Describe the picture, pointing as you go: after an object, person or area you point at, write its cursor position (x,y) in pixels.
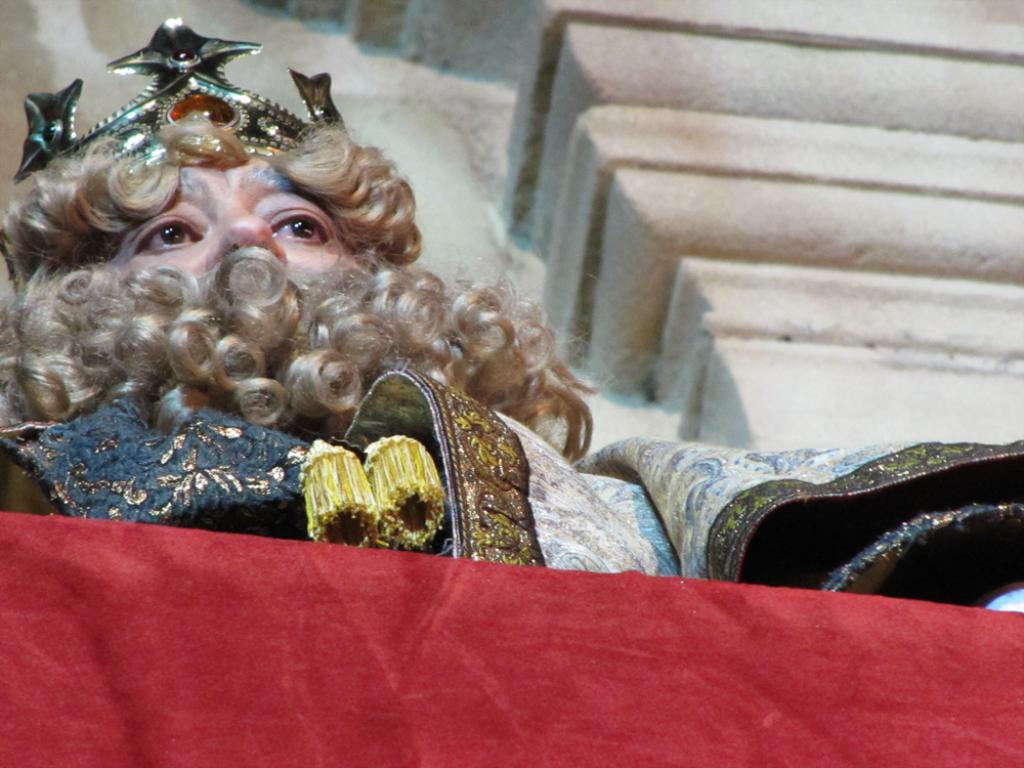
In this image we can see a person (311,340). A person (250,307) is wearing a crown (235,127) on his head (216,211). There is a red color object (569,648) at the bottom of the image (460,685).
